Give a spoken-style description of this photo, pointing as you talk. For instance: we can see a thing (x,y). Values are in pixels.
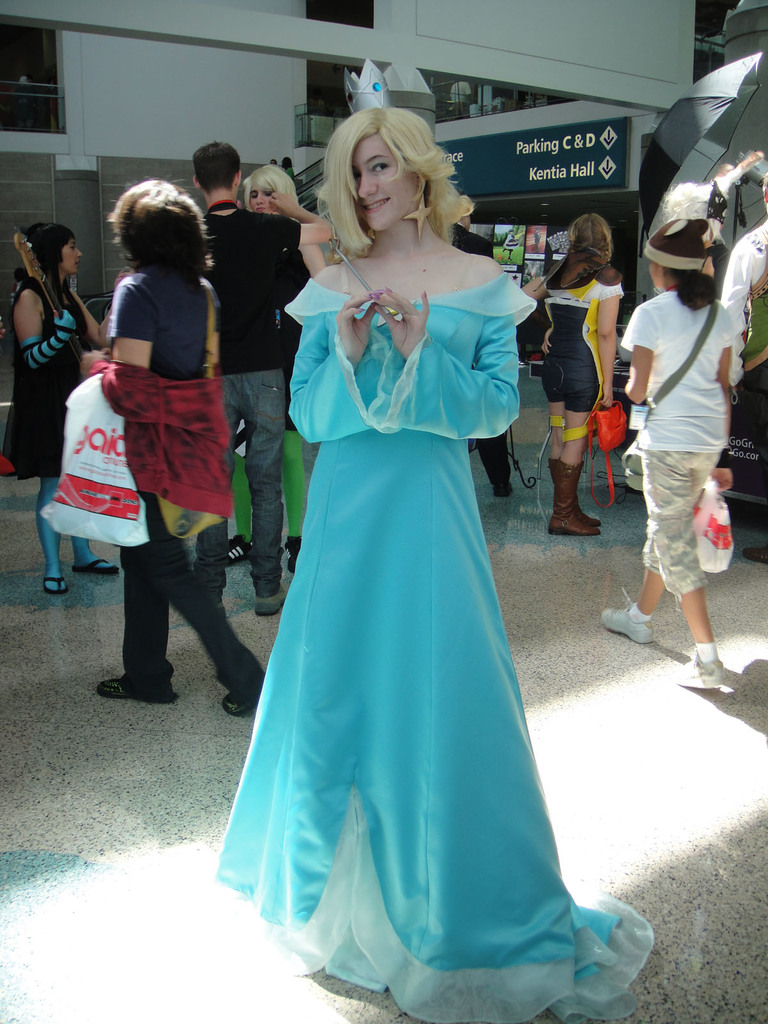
In this image I can see number of people (294,407) are standing. I can also see few people (179,440) are holding bags (111,415) and few people (298,289) are wearing costumes (309,309). In the background (532,151) I can see an umbrella (693,115), a board (583,151) and on it I can see something is written.
